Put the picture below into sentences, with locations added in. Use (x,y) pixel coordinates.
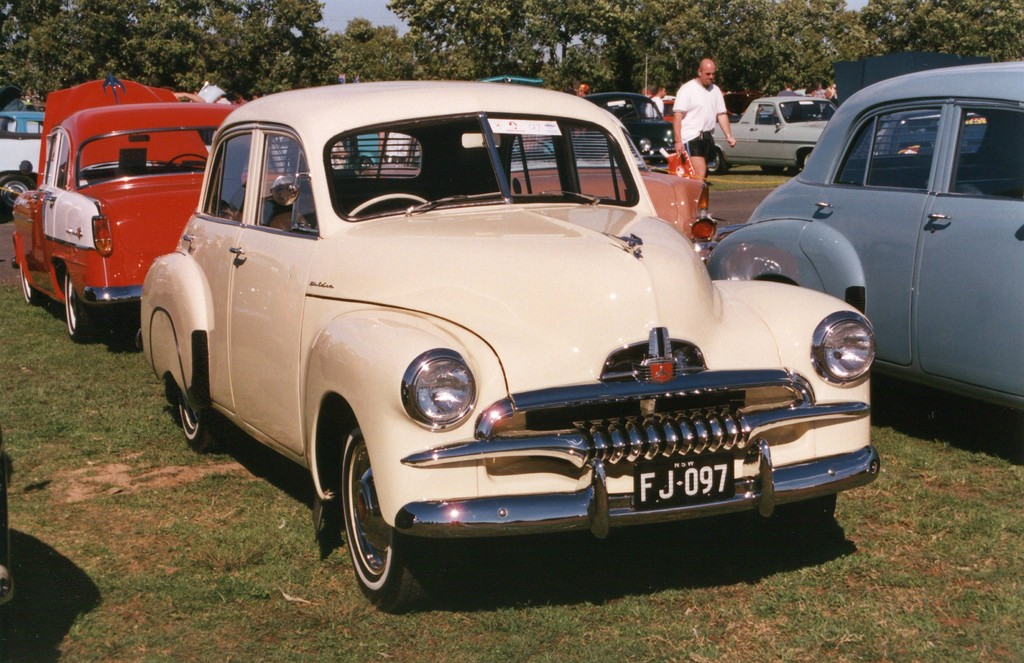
In the center of the image (341,229) there are cars (471,179). In the background of the image (421,72) there are trees (160,72). At the bottom of the image (263,575) there is grass (755,621). There is a person (709,64) walking on the road (730,211).
